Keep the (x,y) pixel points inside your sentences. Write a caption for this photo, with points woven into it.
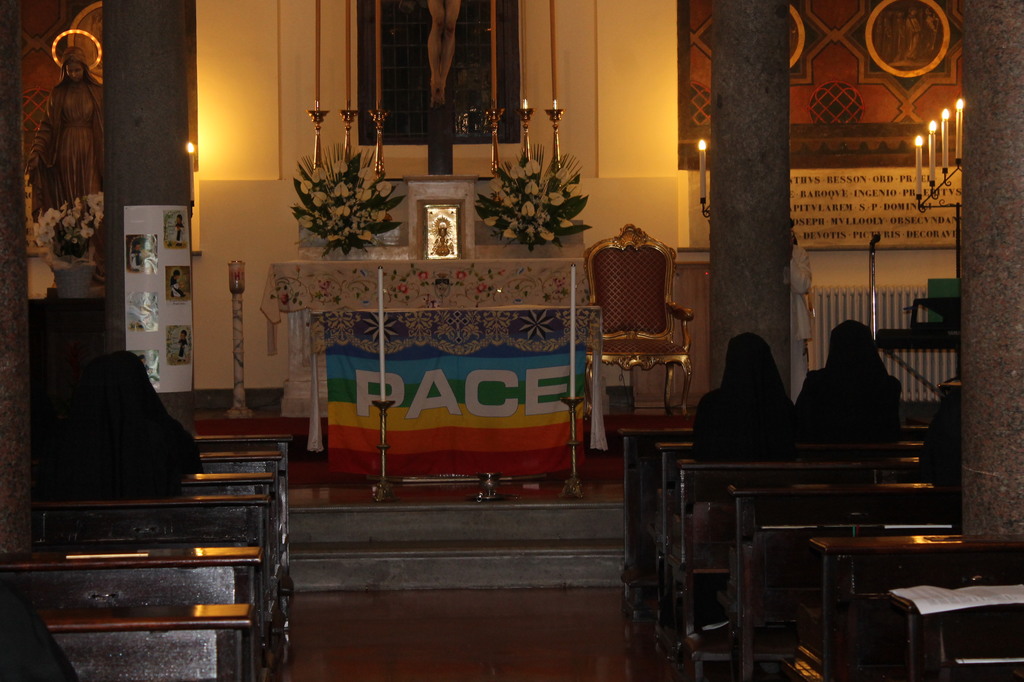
In this image I can see few persons (112,405) sitting, background (670,332) I can see a chair (660,351) and a banner (497,365) in multi color. I can also see few candles (377,57), few flower bouquets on the white color surface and I can also see a frame (415,60) attached to the wall (265,85) and the wall (238,115) is in cream color and I can also see a statue (46,146).
